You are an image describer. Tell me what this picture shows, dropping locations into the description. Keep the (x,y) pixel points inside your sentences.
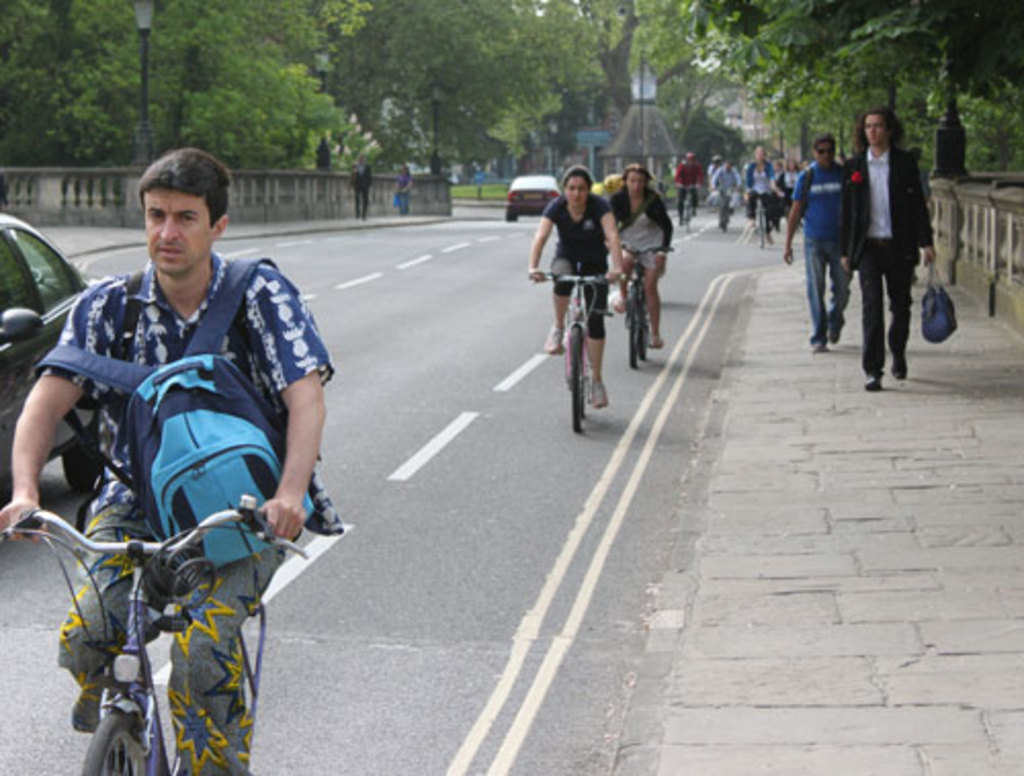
This picture shows few people (612,209) riding bicycles (759,222) and we see a couple of people (878,123) walking on the sidewalk (939,355) and a man (899,300) holding a bag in his hand (928,248) and we see cars (17,332) moving on the road (409,237) and we see trees (362,78) around.
